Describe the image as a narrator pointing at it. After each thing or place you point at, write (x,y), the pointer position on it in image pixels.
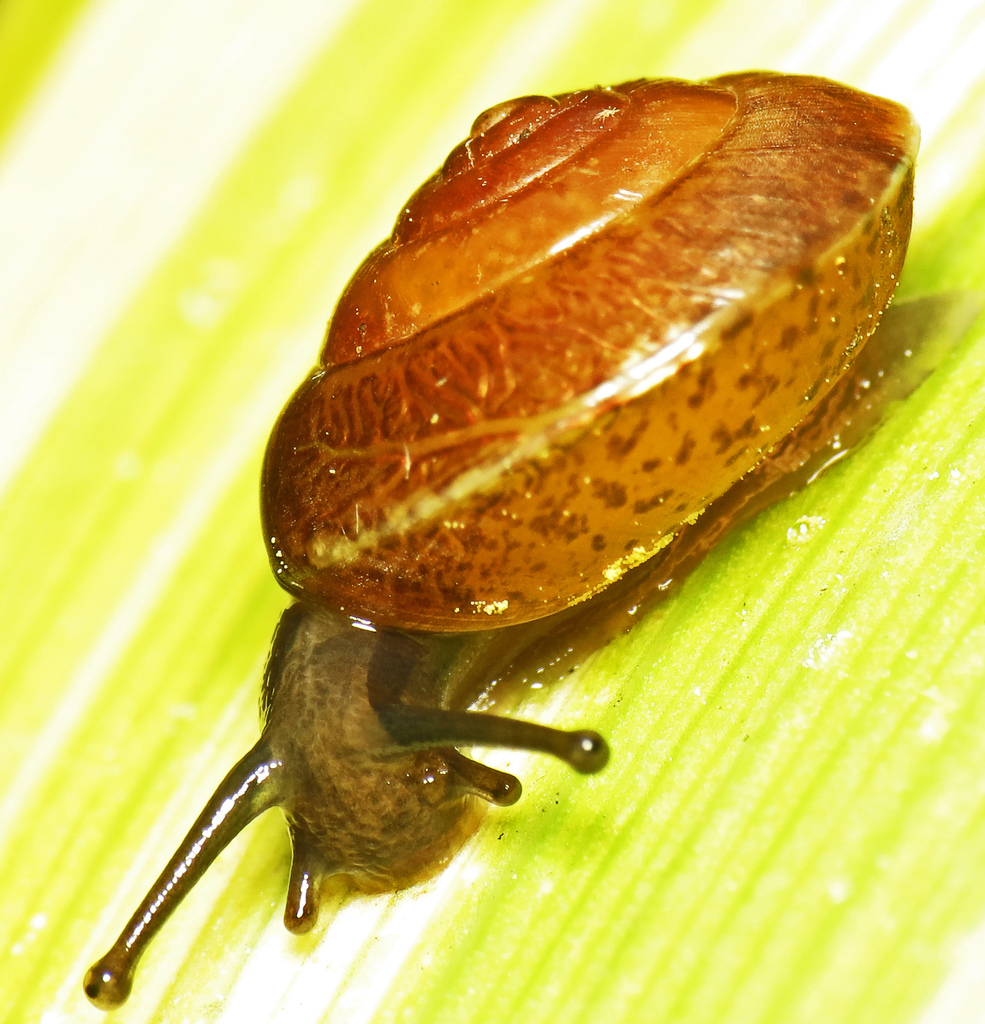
Here in this picture we can see a snail (464,323) present on a plant (62,907) over there.
